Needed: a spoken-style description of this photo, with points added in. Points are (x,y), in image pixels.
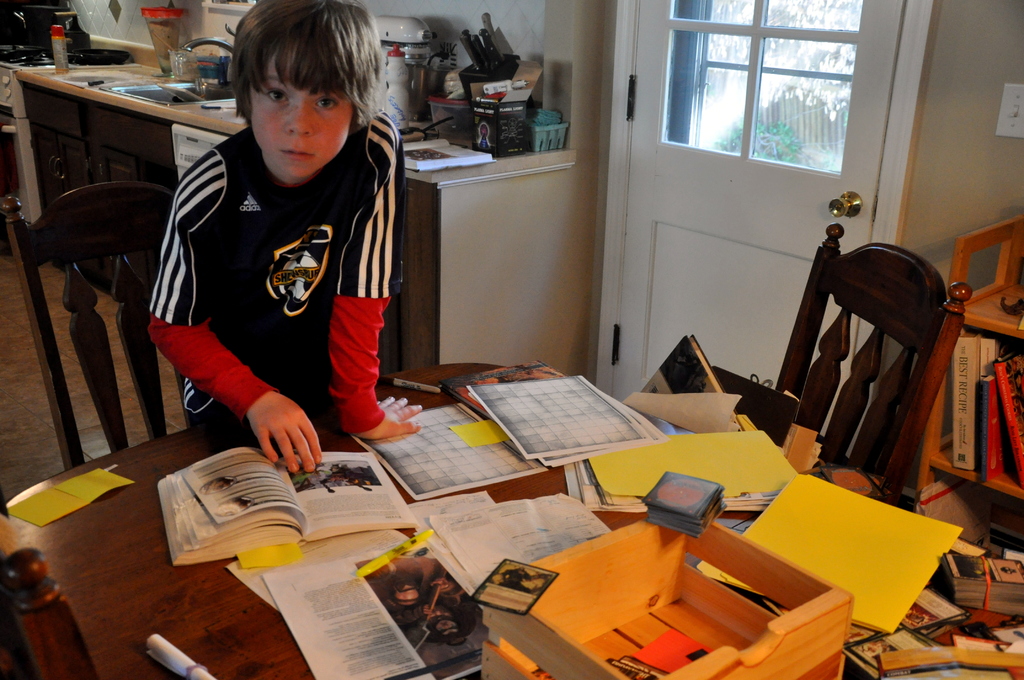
In this image in the middle (342,442) there is a table (609,521) on that there are many books (319,525), papers (351,551), cards (660,507), pen (180,651) and box (606,615). On the left (247,282), there is a boy (247,282) he wears t shirt (247,282) and there is a chair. On the right (855,380) there is a chair (783,363), bookshelf (948,418), wall (954,193) and door (776,124). In the background (490,167) there is a wardrobe (441,193) on that there are many items (431,70).
